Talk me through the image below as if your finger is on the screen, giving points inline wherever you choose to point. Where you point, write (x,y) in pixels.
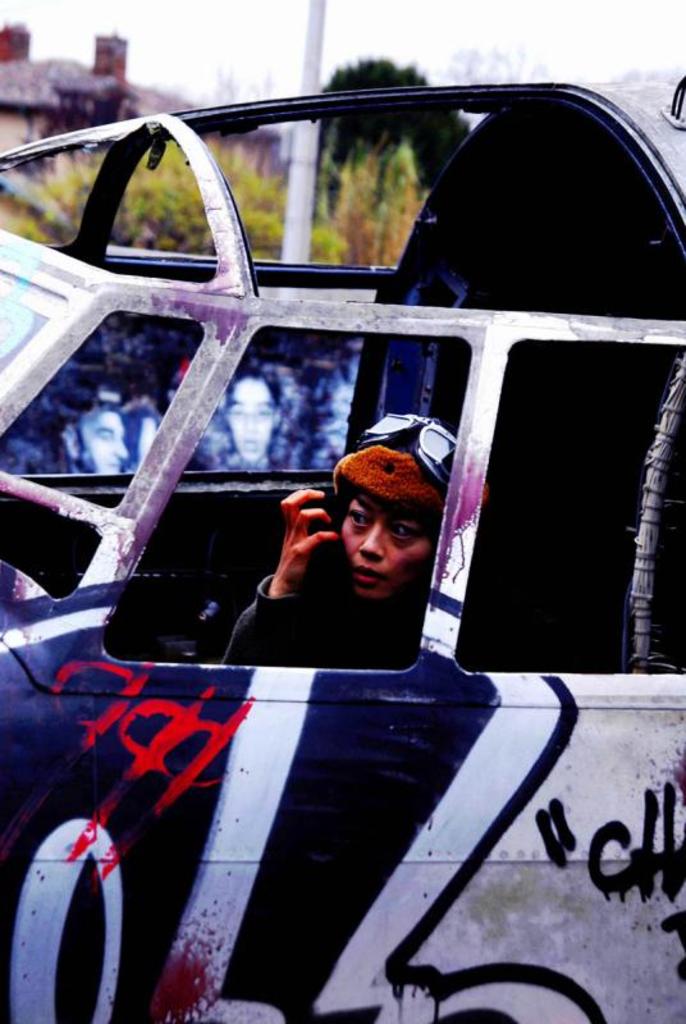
In this picture we can observe a woman (305,579) sitting in the vehicle (460,516), wearing spectacles (434,448) on her head (358,532). We can observe blue and red color on this white color vehicle (326,827). In the background (291,195) there is a pole (316,67), trees (132,182) and a sky (212,56).
